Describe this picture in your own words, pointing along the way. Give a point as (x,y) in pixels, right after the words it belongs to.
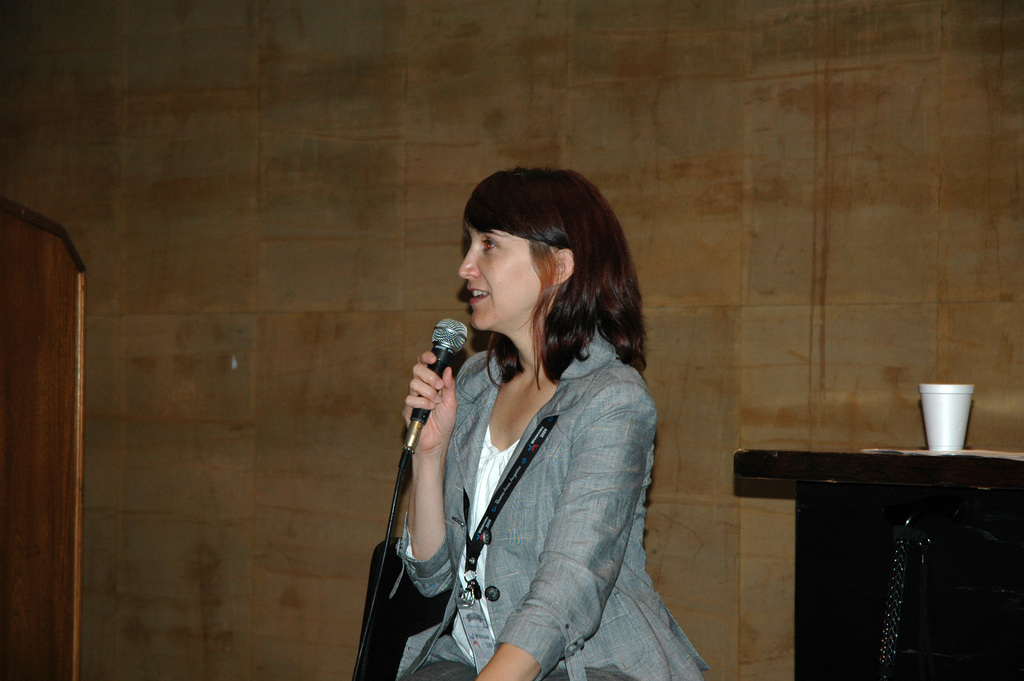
A lady (591,483) with grey color jacket (583,516) is sitting. She is holding a mic (439,356) in her hand (423,357). To the right side (871,540) there is a table (862,521). On the table (983,500) there is a cup (954,399).
